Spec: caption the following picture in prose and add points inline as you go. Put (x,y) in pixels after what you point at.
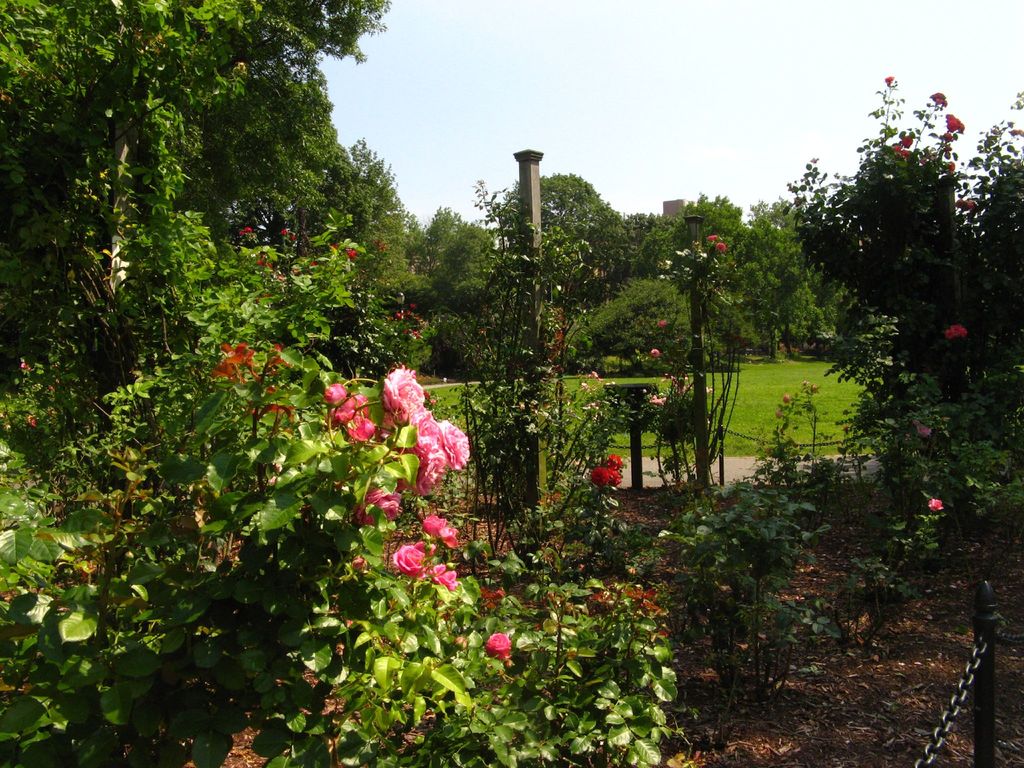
In this image we can see the trees (640,264), grass (752,400) and plants (583,451). And we can see the pillar (531,171), lights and tiny poles (983,682). And we can see the flowers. And we can see the sky (720,54).
